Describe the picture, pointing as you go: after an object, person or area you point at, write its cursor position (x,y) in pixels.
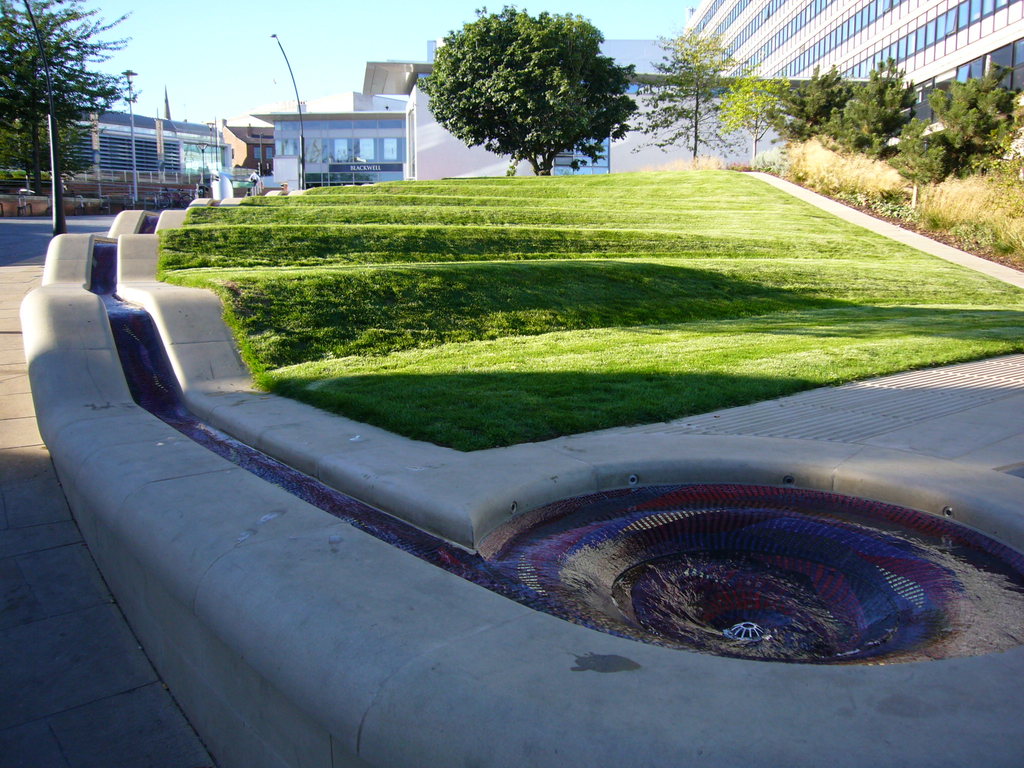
In this image in the center (369,302) there is grass (585,227), and at the bottom (614,711) there is walkway (18,290), wall (306,540) and some water (124,357) are flowing. In the background (245,172) there are trees (33,74), poles (52,146), buildings (347,117), railing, at the top of the image (259,9) there is sky (363,13).
